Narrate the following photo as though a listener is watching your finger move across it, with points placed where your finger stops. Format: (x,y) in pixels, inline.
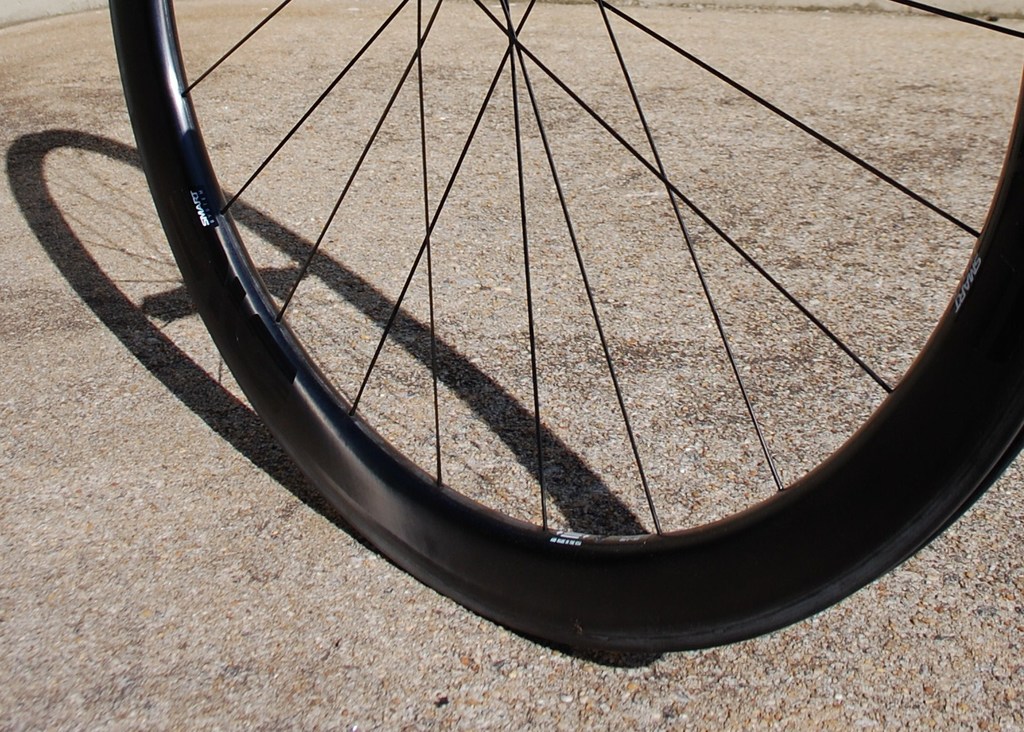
In this image I can see the wheel (993,469) in black color. It is on the surface (374,559).
